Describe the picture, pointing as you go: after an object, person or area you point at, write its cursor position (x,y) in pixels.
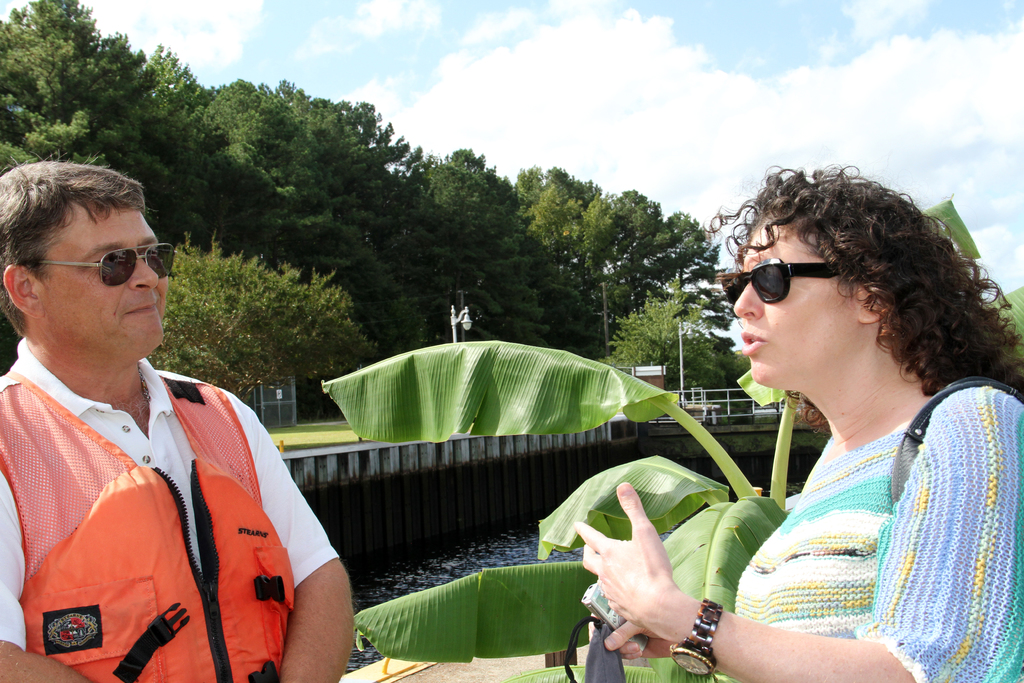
On the left side of the image (67,204) there is a man (99,238) with goggles (128,251) and a life jacket (142,536). On the right side of the image (812,481) there is a lady (913,504) with goggles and there is a watch (680,651) on her hand (634,608). Behind them there are leaves (708,553). And also there is water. There is a wall (381,480), bridge (749,410) and railings (763,412). And also there are trees (406,337), fencing (270,417) and poles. At the top of the image (657,154) there is sky (715,92) with clouds (667,118).
